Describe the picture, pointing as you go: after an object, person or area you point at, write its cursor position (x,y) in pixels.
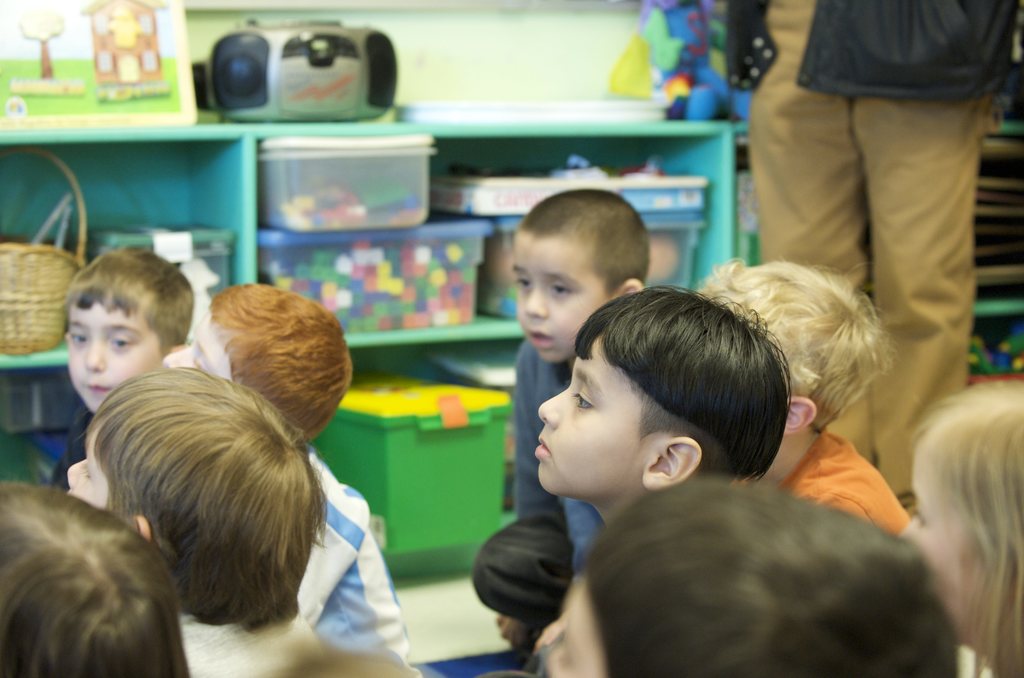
In this image, we can see a group of kids (248,350). Background (979,371) we can see few containers (419,183), some objects (46,303) on the racks (632,144). Here we can see few objects (627,74), tape recorder (344,95) and wall (544,46). On the right side of the image (906,168), we can see a person (925,183) is standing.
